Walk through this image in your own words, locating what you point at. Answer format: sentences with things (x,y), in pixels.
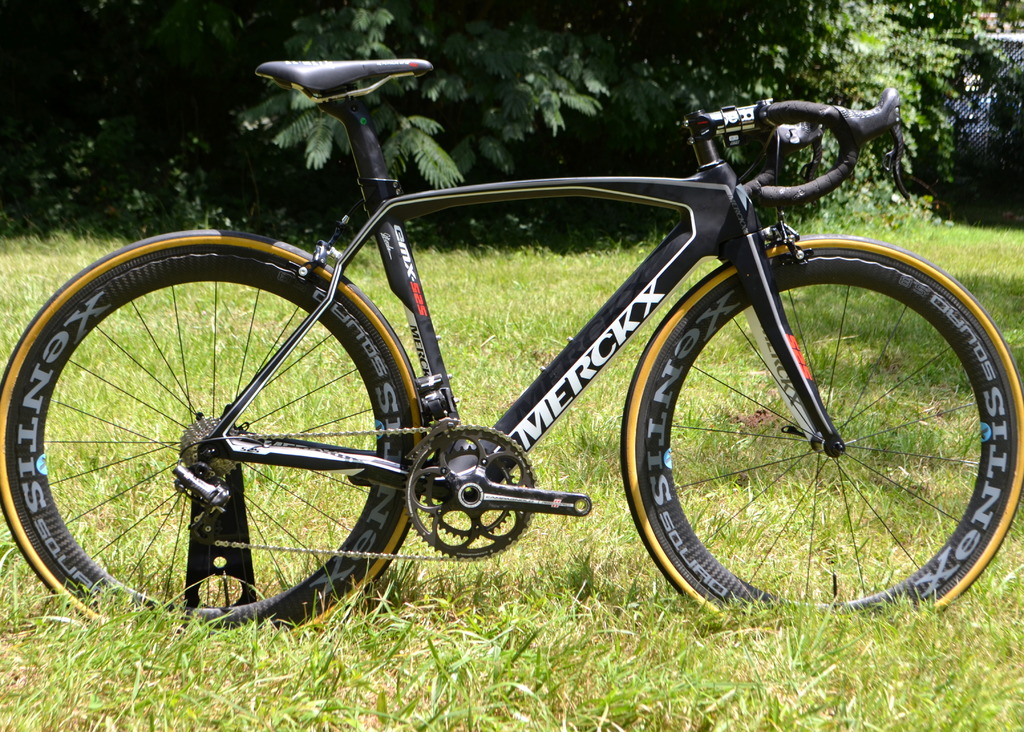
In the background (851,51) we can see the trees (887,2) and mesh (965,142). In this picture we can see a bicycle (6,466). At the bottom portion of the picture (436,661) we can see green grass (380,692).
